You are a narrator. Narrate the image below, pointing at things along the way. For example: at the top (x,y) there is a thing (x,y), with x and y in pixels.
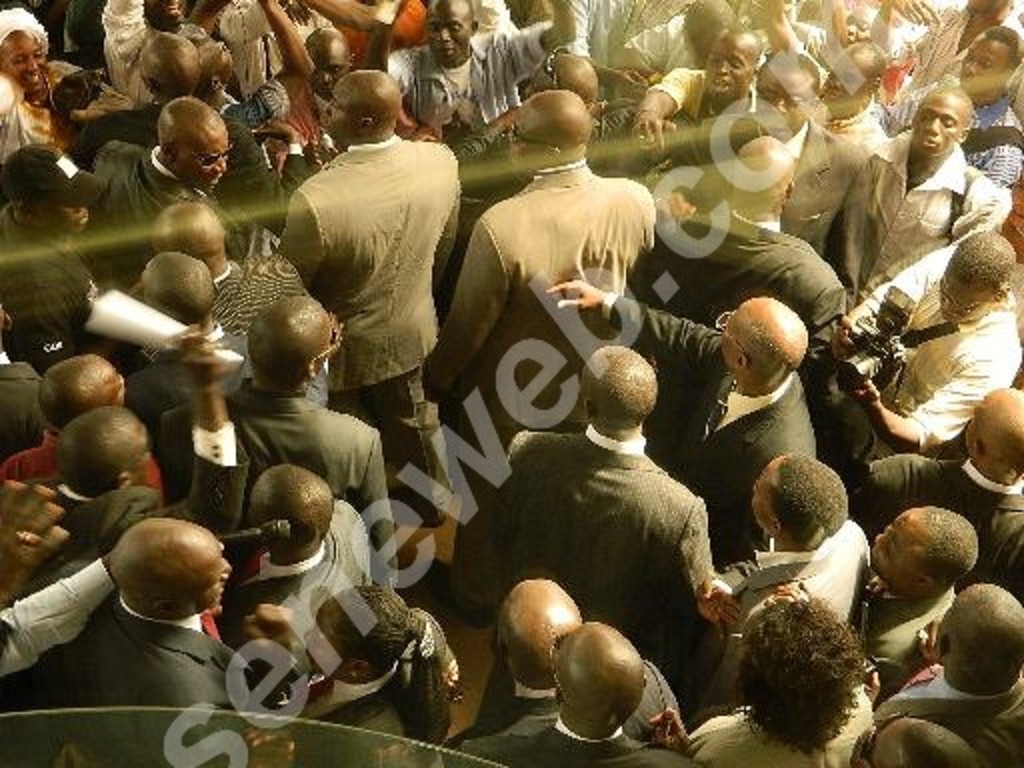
This is an edited image. In this image we can see a group of people (350,415). In that a man (905,381) is holding a camera (880,314). We can also see some text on the image.
